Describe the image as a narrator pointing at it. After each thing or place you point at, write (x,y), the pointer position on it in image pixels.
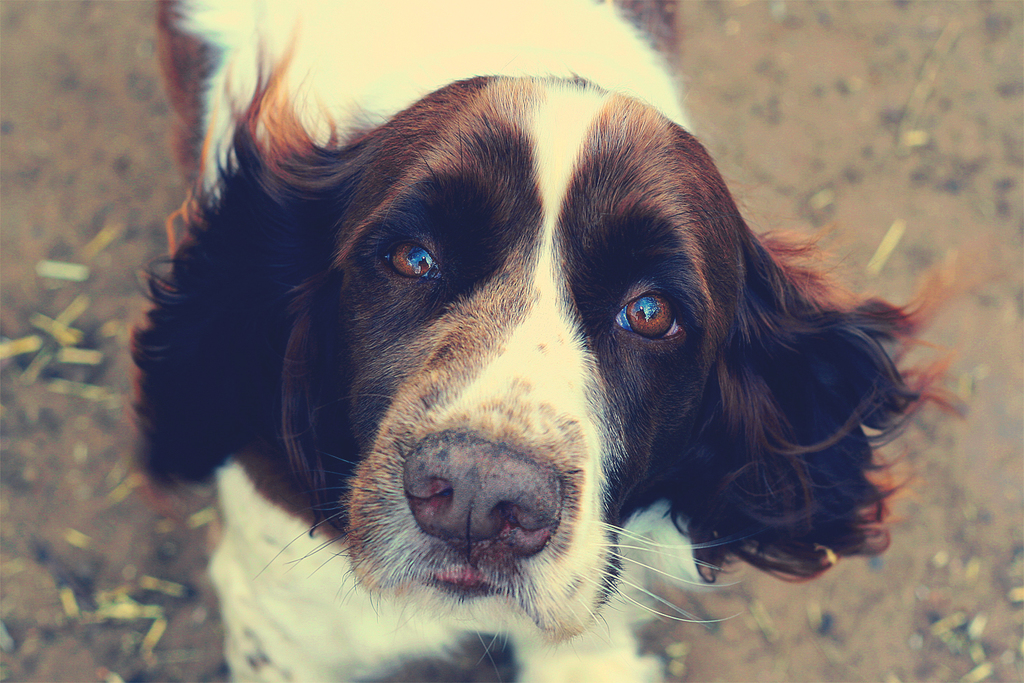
In this picture there is a white and brown color dog (680,263) standing and looking into the camera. Behind there is a blur background (785,109).
